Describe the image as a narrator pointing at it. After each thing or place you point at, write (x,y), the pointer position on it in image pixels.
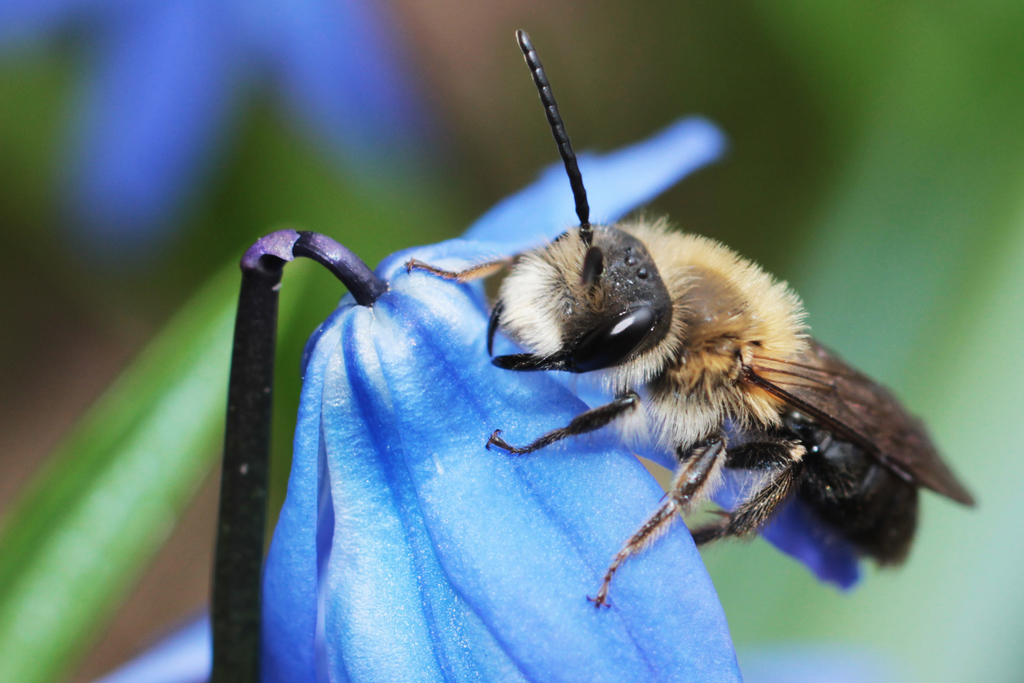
In the foreground of the picture (713,328) we can see a honey bee (579,366) and a flower (384,417). In the background (181,186) we can see greenery (902,341).
